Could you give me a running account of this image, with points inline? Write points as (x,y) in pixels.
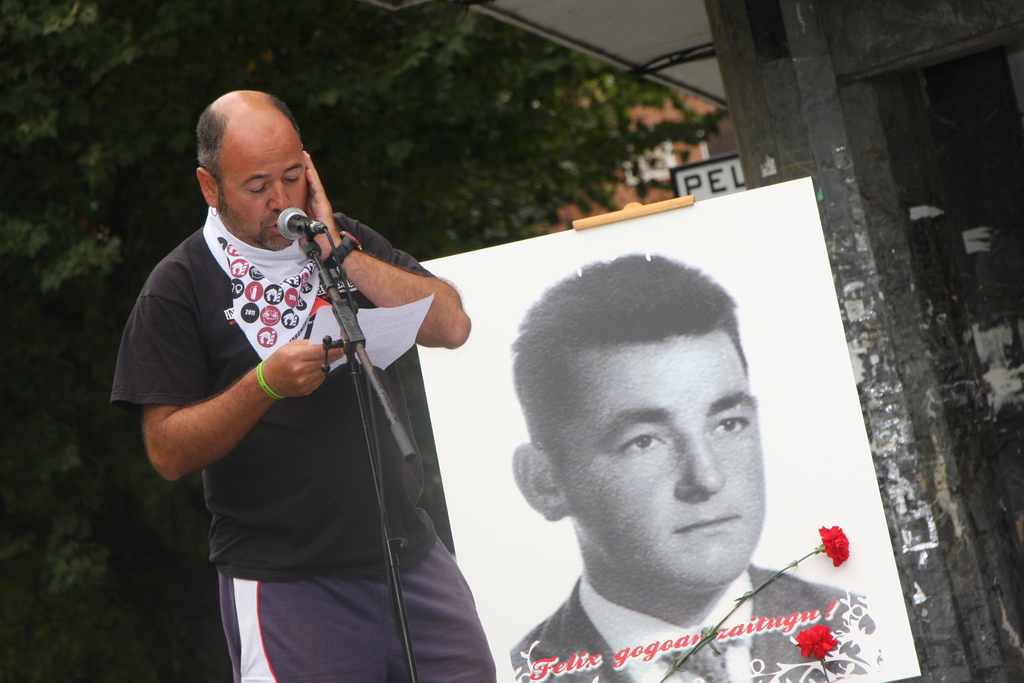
In the image there is a man (261,333) on left side (311,149) talking on mic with trees (438,101) behind him and a black and white of a man (550,312) with flower (688,659) on right side of him, in the background (808,174) it seems to be a building (833,111).
